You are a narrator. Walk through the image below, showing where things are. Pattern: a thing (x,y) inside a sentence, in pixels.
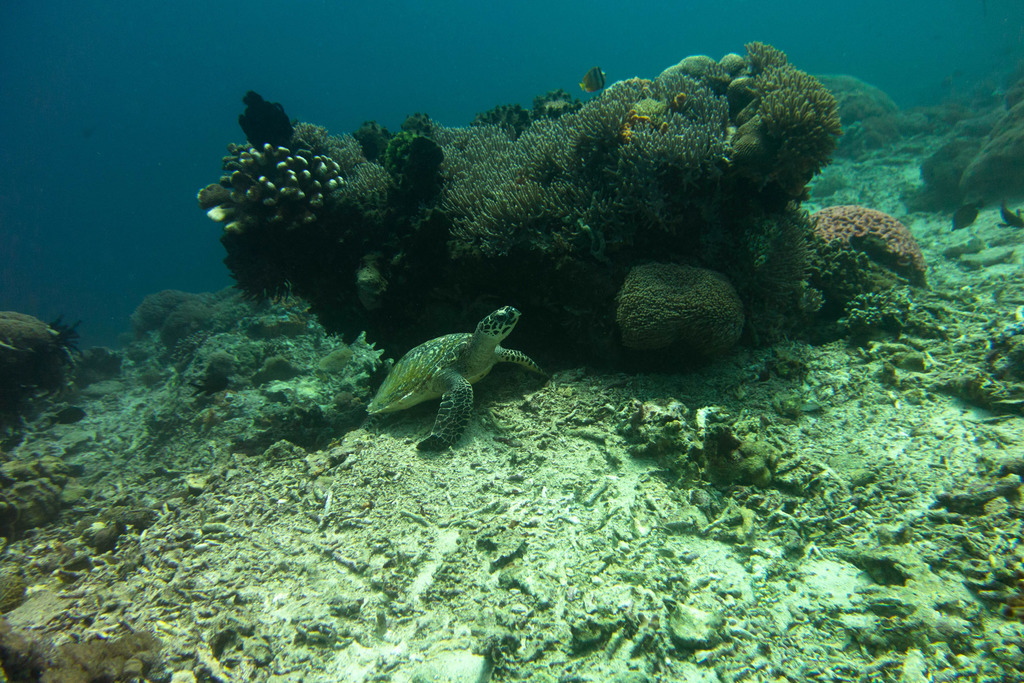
In this image there is a tortoise (446,366) in the water (469,77), in the background (395,331) there are sea plants (704,175).
